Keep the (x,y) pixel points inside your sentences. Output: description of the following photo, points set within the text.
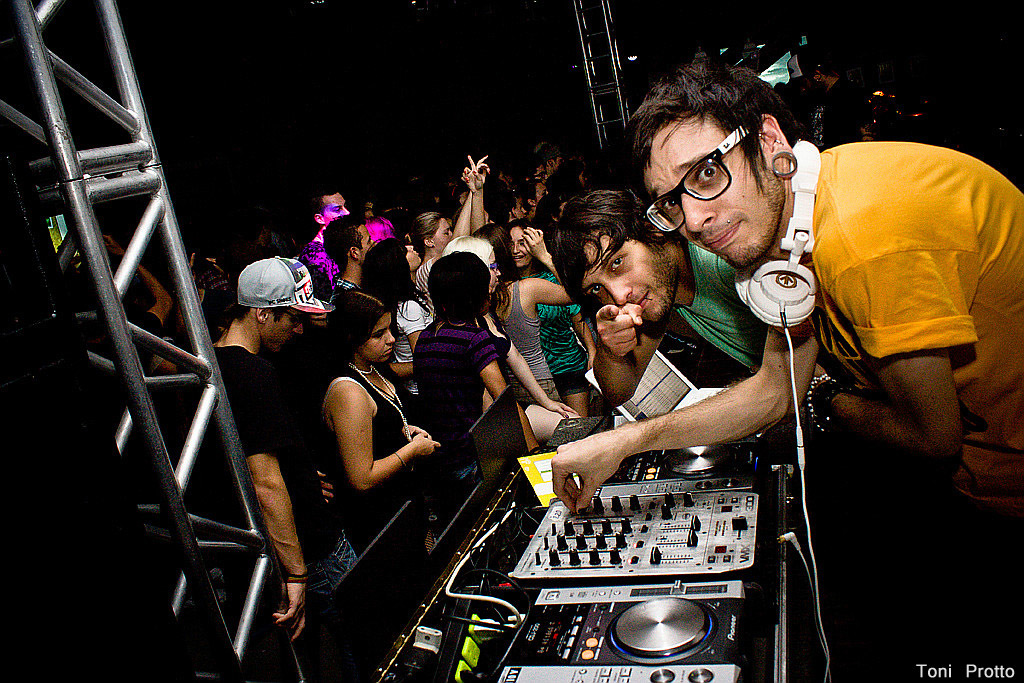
In this picture we can see the two boys (860,281) in the front (827,312), smiling and giving a pose to the camera. In the front (641,558) there is a music system (625,548). Behind we can see some people (511,306) dancing. On the left corner (125,339) there is a metal frame (177,381) and dark background (340,141).
